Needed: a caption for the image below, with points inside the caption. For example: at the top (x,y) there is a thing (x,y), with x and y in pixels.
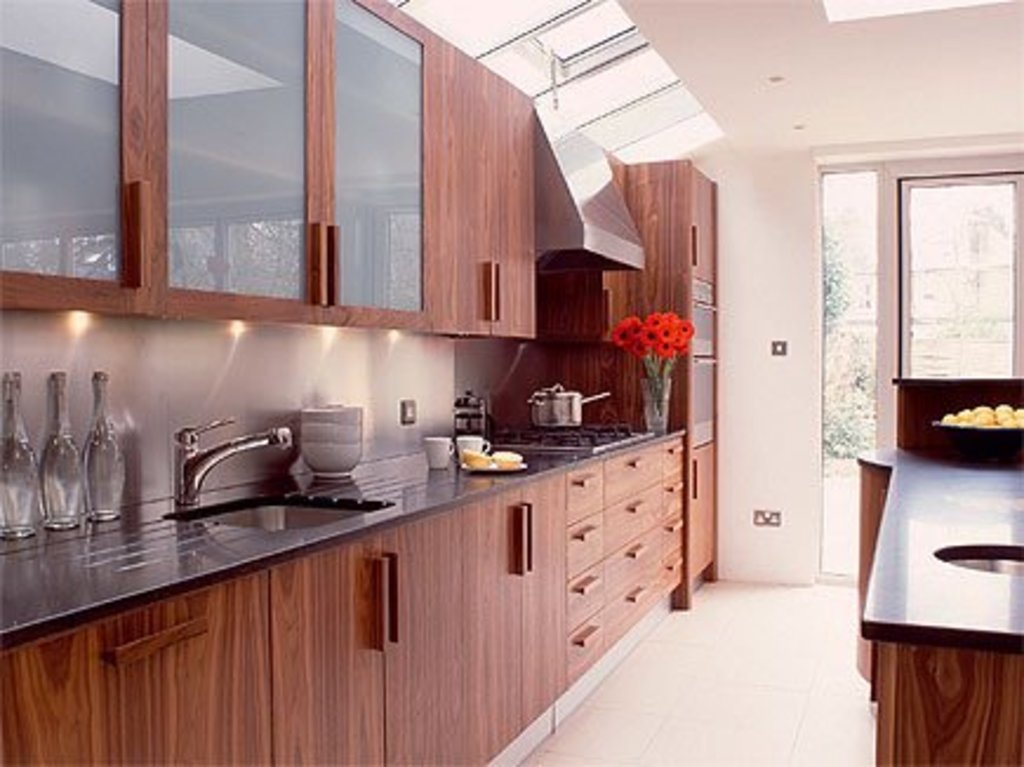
In this image, we can see a kitchen platform (58,594), sink (248,518) with tap (199,463), stove (564,446), cups (441,455), bowls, cooking pot (564,407), bottles (28,501), flower vase (650,423). At the bottom (575,578), we can see wooden cupboards (320,614), floor (662,672). On the right side (983,696), there is a platform (935,604), few objects (963,434). Top the image, we can see wooden and glass cupboards (270,182), wall (724,197). Here we can see a glass door (940,288). Through the glass door (870,356), we can see the outside view. There are few trees (828,304) we can see here. Roof (758,42) we can see here.
